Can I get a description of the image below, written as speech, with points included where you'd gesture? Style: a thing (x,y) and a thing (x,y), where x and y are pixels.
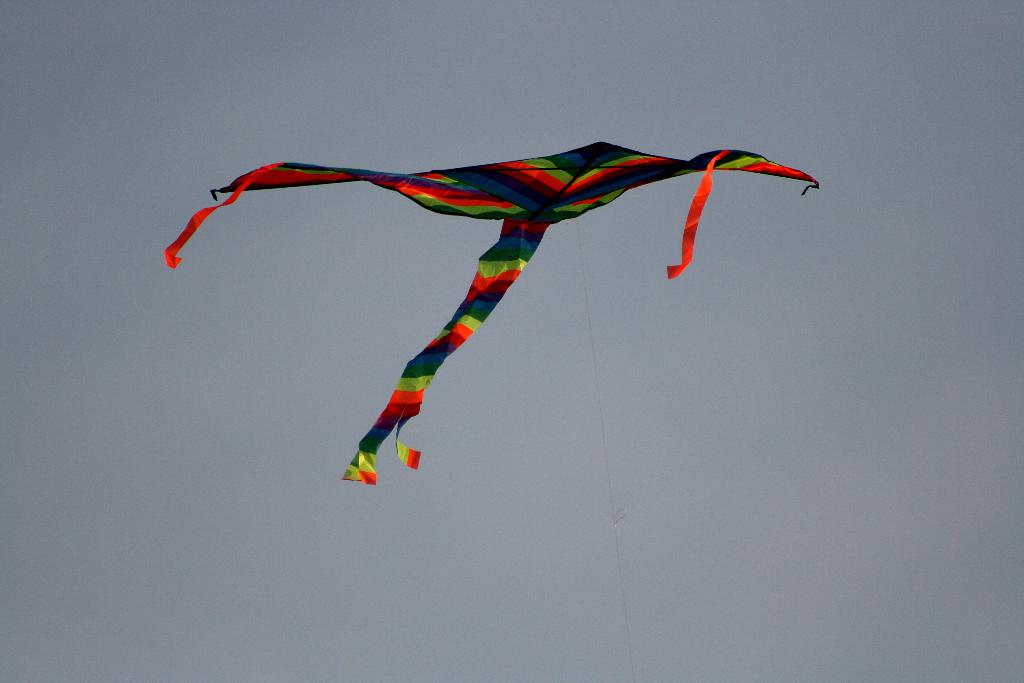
In the picture we can see a kite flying in the air (670,442), behind it we can see the sky (482,352).
